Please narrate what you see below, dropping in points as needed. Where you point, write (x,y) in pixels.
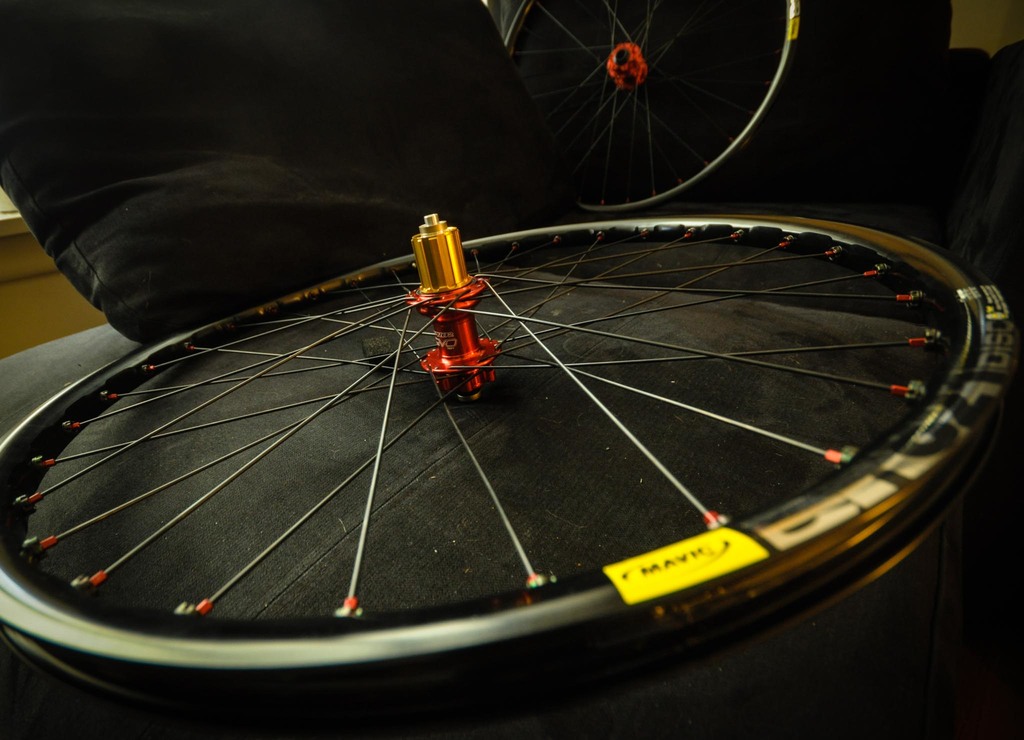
Here I can see a wheel (833,501) on a black cloth (556,531). In the background (697,89) there is another wheel (699,77). At the top (280,178) there is a black color cloth (180,182). In the background (26,279) there is a wall (17,290).
